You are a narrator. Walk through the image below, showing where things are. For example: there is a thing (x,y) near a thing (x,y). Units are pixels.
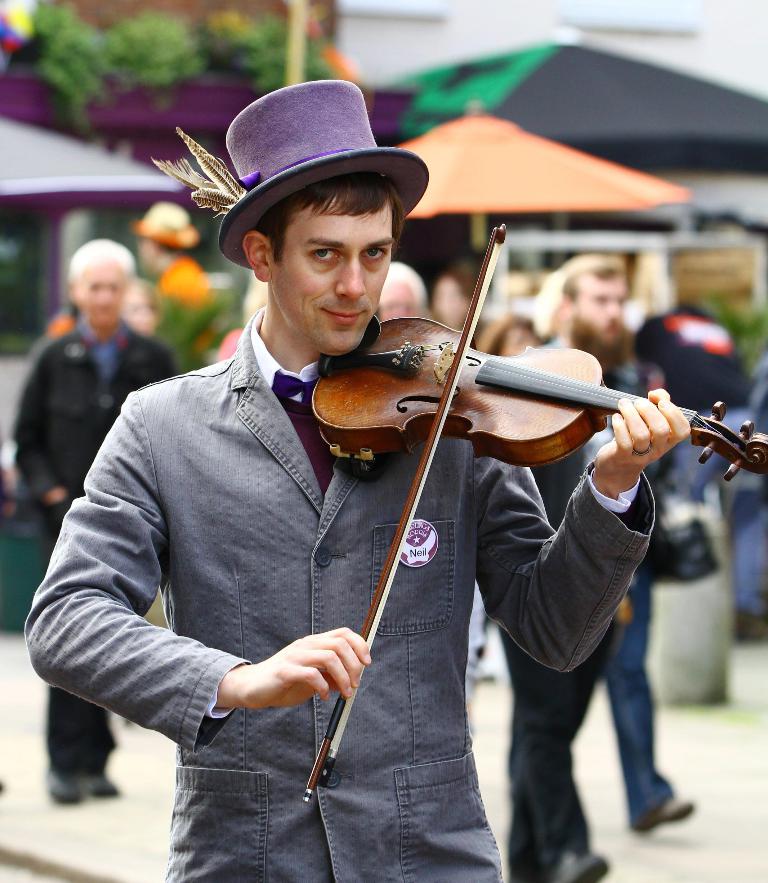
In this image we can see a few people (391,467), one of them is playing a violin (471,386), there are tents (522,88), houses (373,11), plants (308,45), there is an object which looks like a dustbin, and the background (324,35) is blurred.
